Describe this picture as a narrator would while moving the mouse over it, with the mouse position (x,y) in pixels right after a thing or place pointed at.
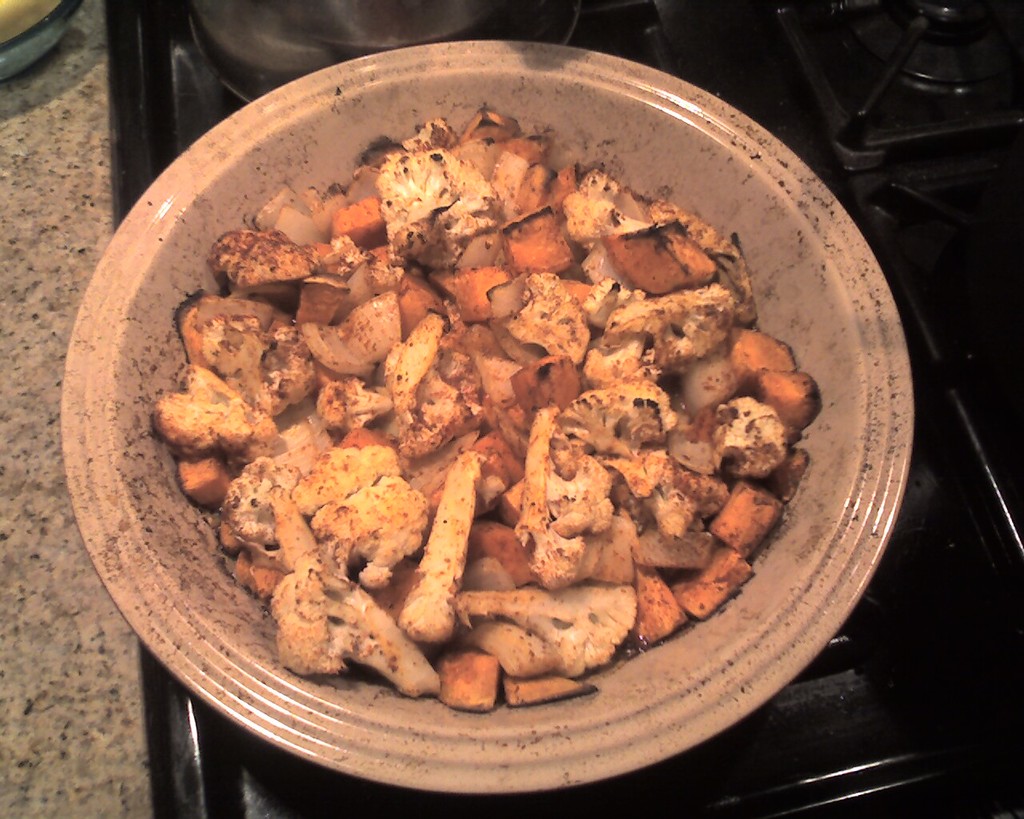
In this image I can see a bowl (225,158) with some food items (458,433) on a stove (882,669).
